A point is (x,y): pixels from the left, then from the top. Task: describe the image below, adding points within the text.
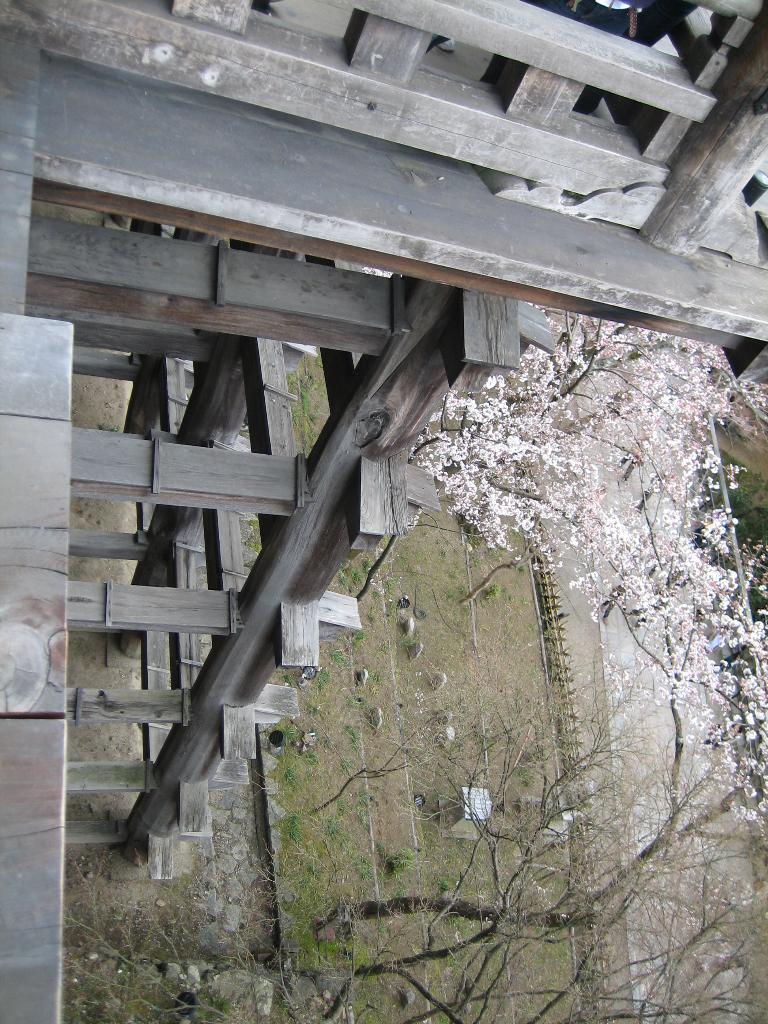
In this picture I can see the wooden structure (106,441). On the right (546,549) I can see the road (717,954), trees (717,954), fencing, plants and grass (378,958).
